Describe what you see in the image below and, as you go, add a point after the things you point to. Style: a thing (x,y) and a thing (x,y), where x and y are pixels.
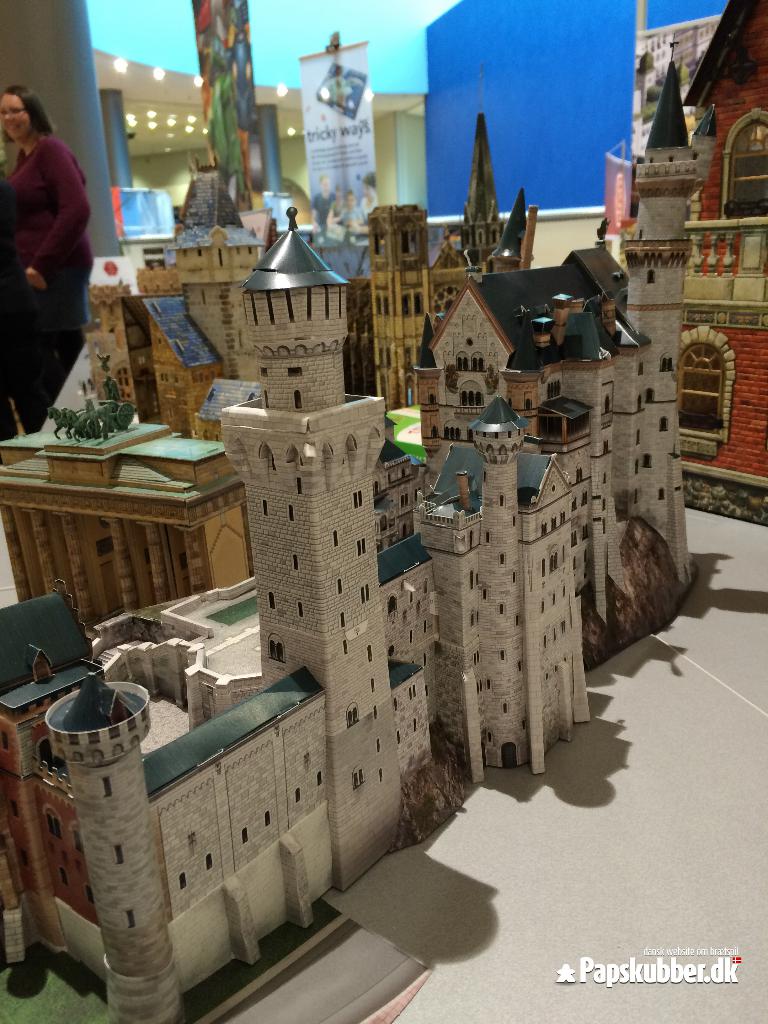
In this image there are artificial castles (357,295), and in the background (33,220) there is a person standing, banner (221,147), wall (419,147), lights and a watermark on the image.
